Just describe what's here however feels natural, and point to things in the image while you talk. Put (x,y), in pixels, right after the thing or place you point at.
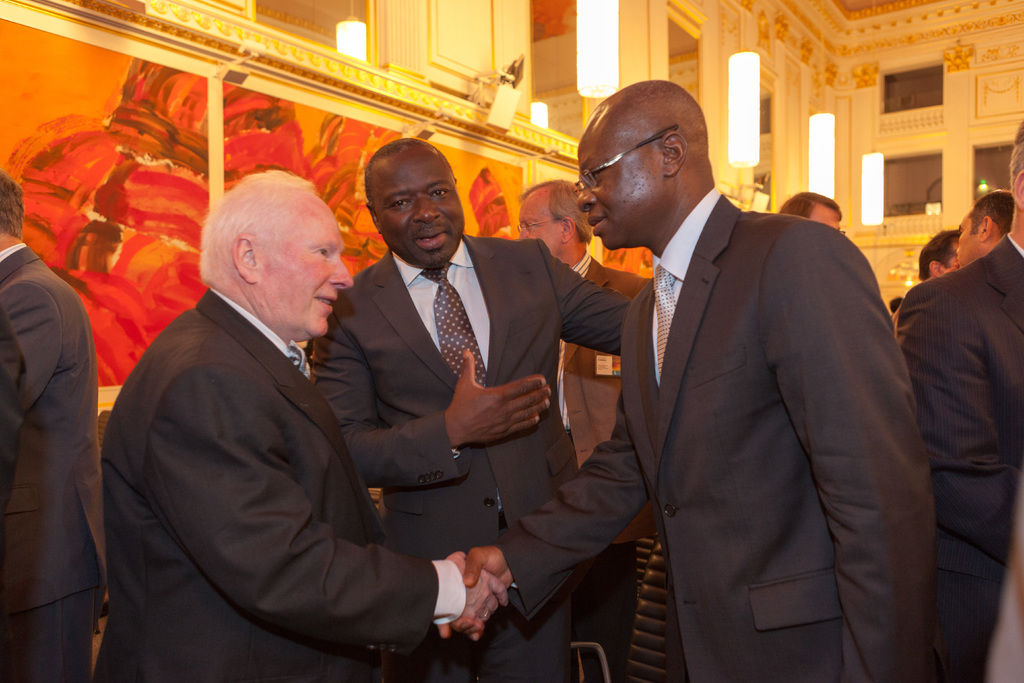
In the image there are few men (484,383) standing. Behind them there is wall (545,138) with frames (304,148), pillars (959,100) and lights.
